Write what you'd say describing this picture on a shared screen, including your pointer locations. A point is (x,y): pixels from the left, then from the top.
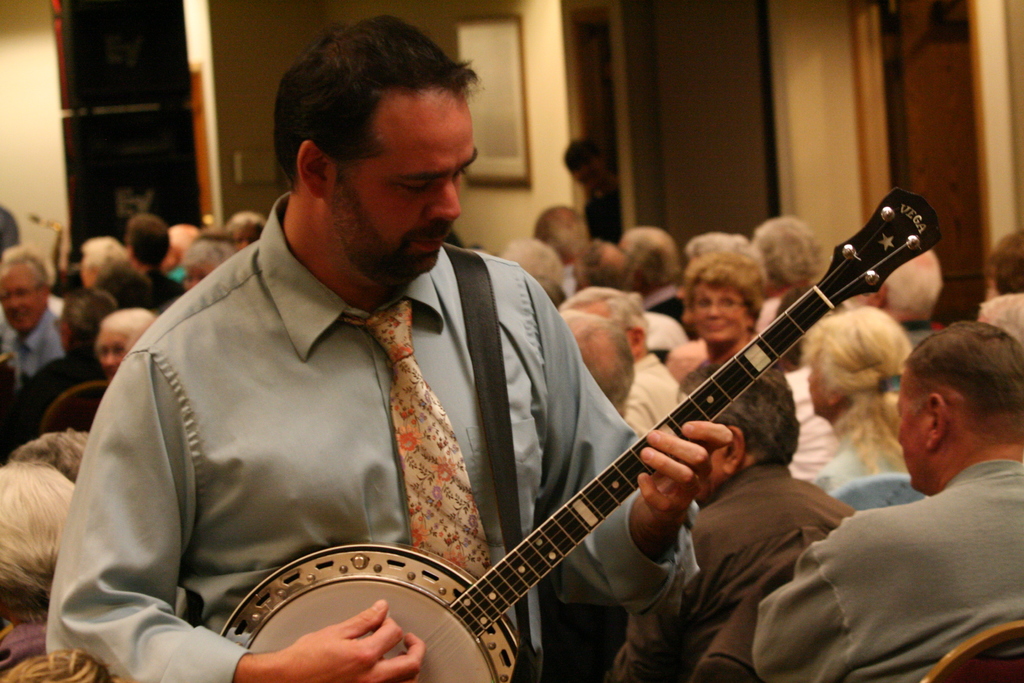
This picture is taken in a room (757,167). There is a man (306,56) in the center (389,236), he is wearing a blue shirt (318,289), colorful tie (414,529) and he is playing a banjo (290,637). Towards the right corner (968,415) there is a man (914,403) wearing a grey shirt (890,547) and he is sitting on chair (1010,633). In the background (789,232) there are group of people (37,309) sitting on chair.
